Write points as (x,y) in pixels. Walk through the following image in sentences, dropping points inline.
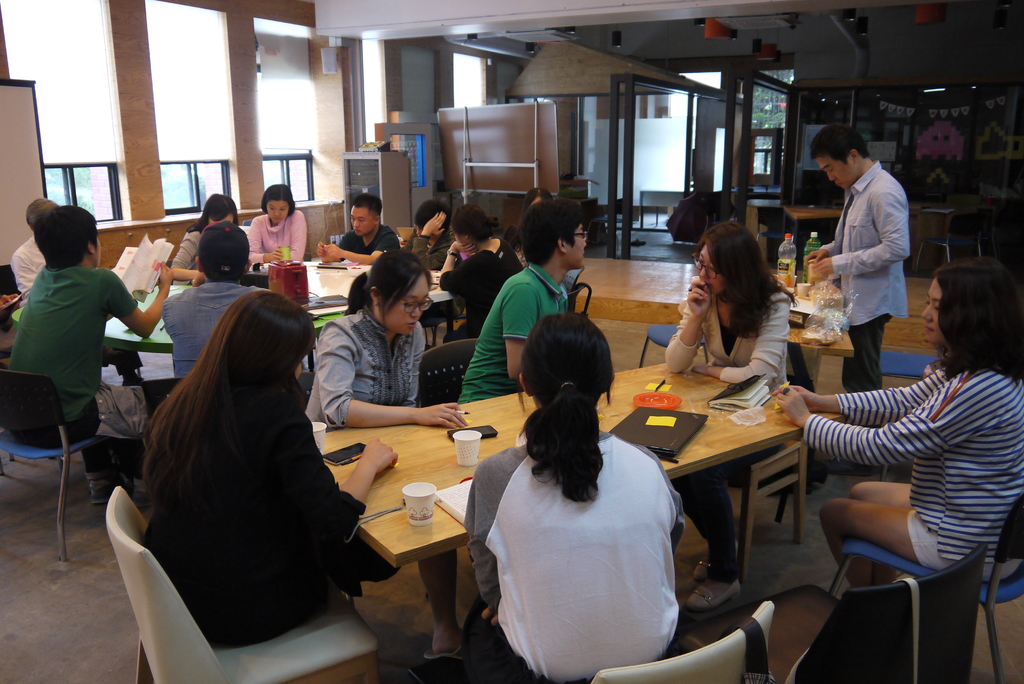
People (95,323) are sitting in groups around tables (169,343). There is a man (853,135) standing at a table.
